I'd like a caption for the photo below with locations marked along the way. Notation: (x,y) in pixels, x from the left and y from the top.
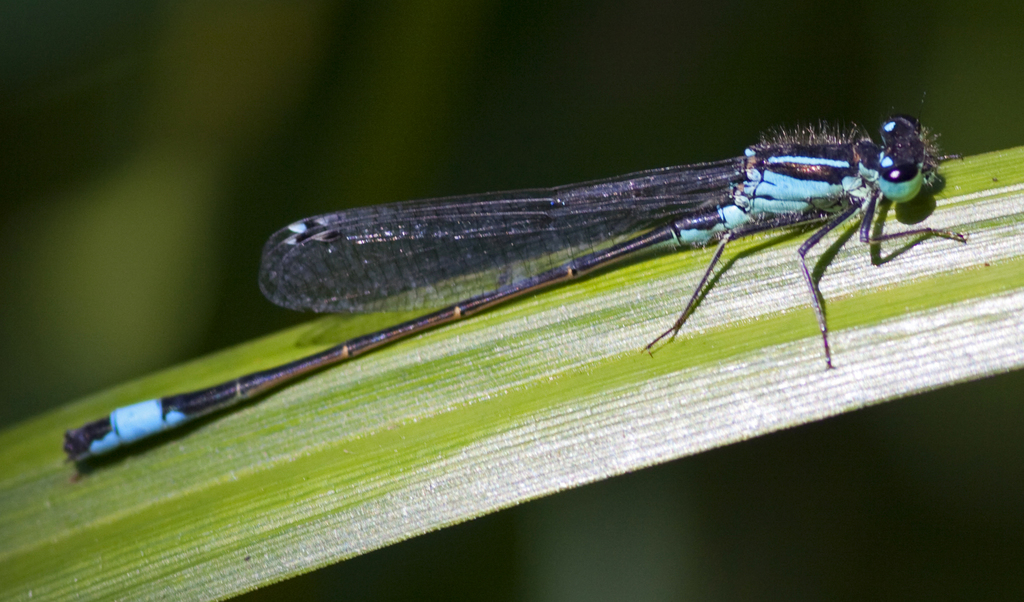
In this picture we can see a net winged insect (640,226), there is a leaf (359,369) in the front (324,390), we can see a blurry background (70,152).
